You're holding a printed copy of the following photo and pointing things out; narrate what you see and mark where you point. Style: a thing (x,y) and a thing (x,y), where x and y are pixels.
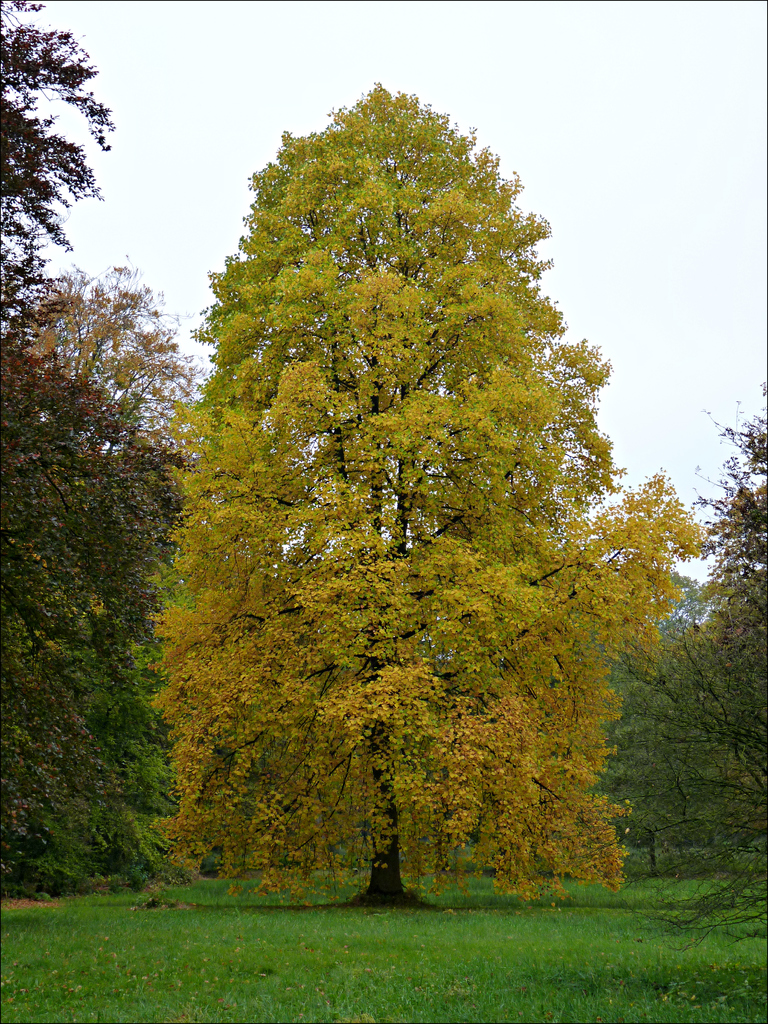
In this image we can see some trees (426,715), grass (373,1014), and also we can see the sky (714,265).
